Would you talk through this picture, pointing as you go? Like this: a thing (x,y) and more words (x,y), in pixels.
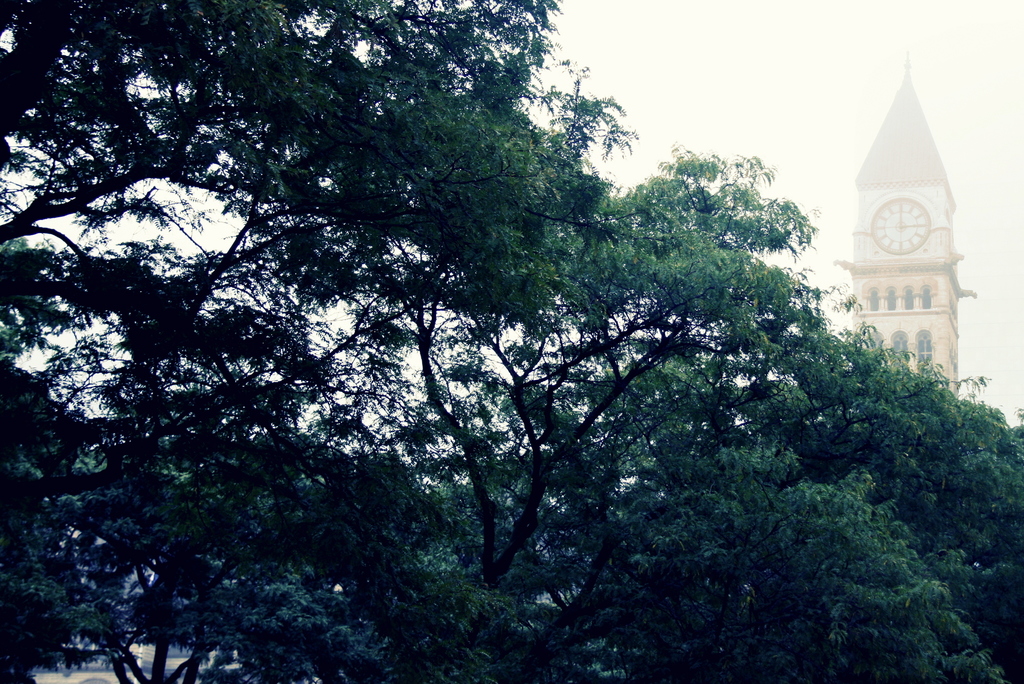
In this picture I can see trees (821,292), there is a clock tower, and in the background (860,94) there is sky (970,71).
